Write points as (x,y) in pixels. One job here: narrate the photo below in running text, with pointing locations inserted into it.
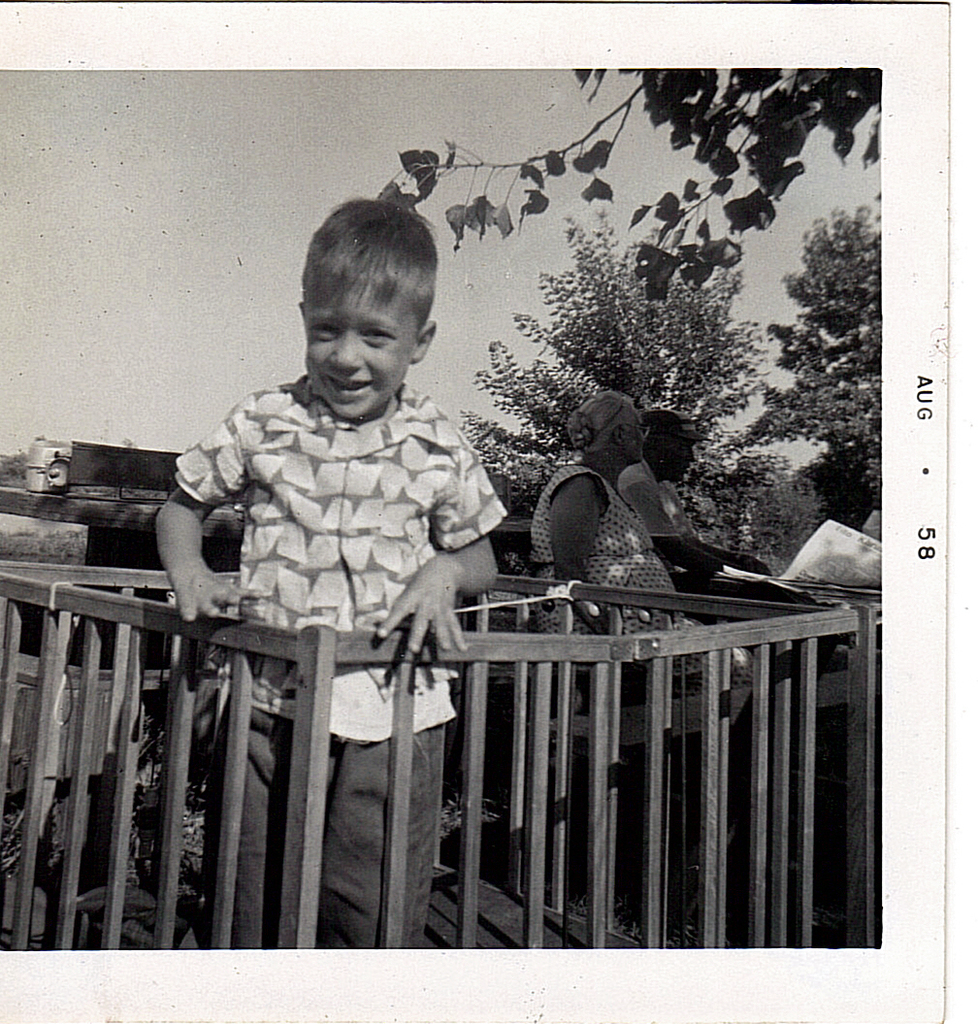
This is a black and white image. In this image, in the middle (336,406), we can see a boy (385,539) standing in the playpen (361,642). On the right side (676,548), we can see two people (673,511) man (659,541) and woman (606,531) are sitting. In the background (67,458), we can see some trees (722,395), jug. At the top (149,254), we can see a sky (144,161).
